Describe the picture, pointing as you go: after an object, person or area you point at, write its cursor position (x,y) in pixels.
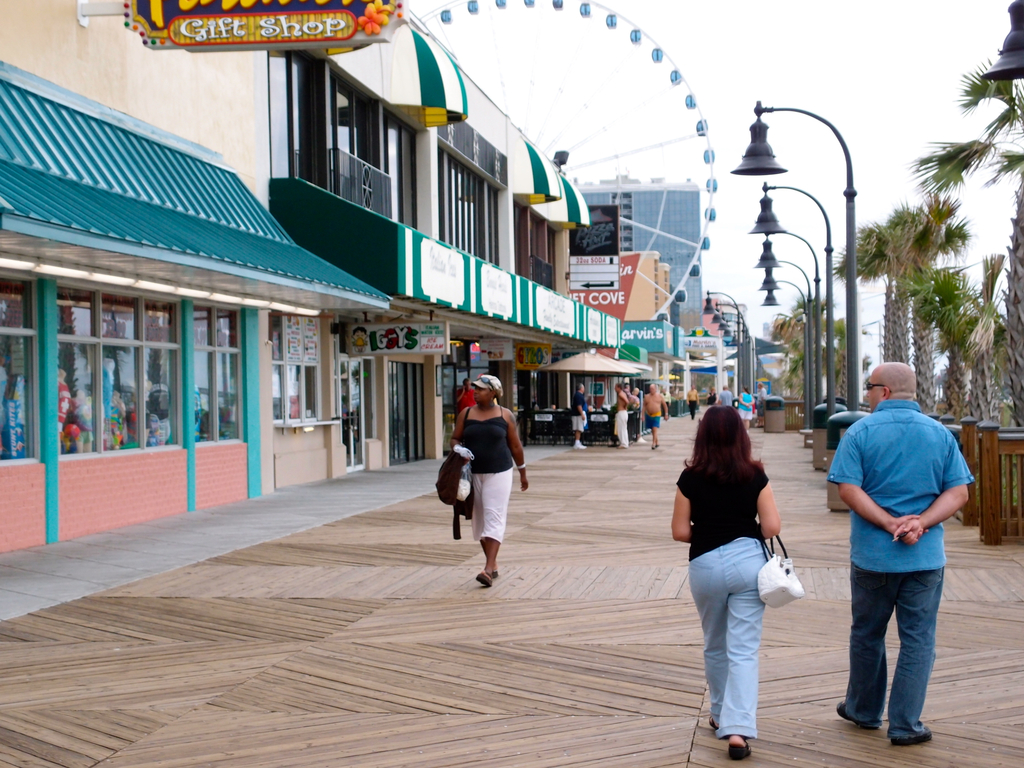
In this picture there are group of people (498,475) walking on the road (778,619). On the left side of the image (290,413) there are buildings (36,125) and there are boards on the buildings (397,307) and there is a giant wheel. On the right side of the image (796,369) there are trees (971,396) and poles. At the top (766,69) there is sky (891,48). At the bottom (424,588) there is a road (510,516).
